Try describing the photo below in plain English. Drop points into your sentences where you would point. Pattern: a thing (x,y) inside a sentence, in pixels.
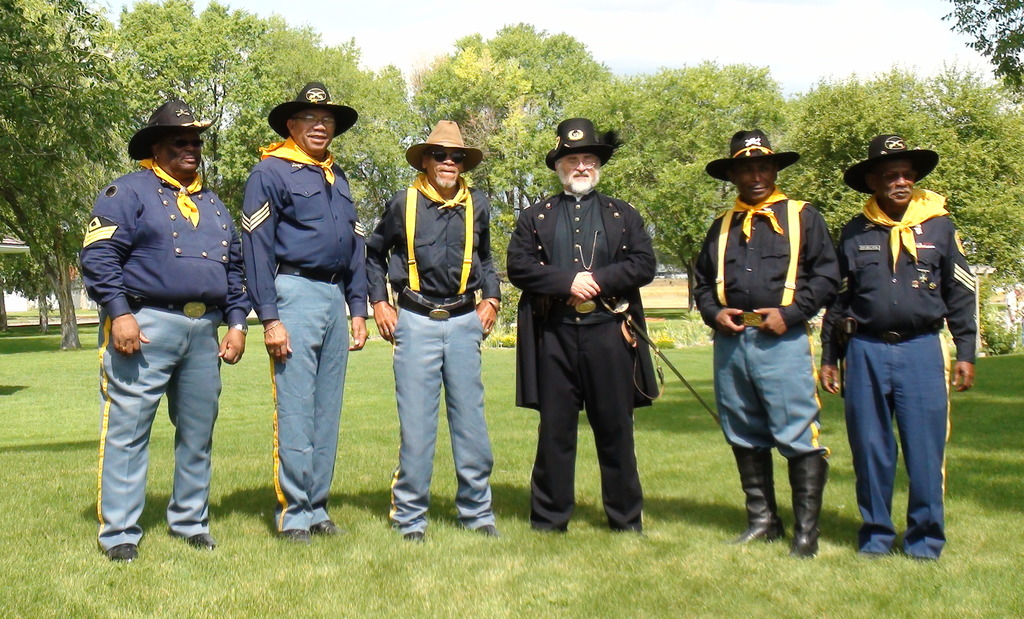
In this image I can see there are persons (339,391) standing and there is a knife (664,354). And there are Trees (231,119) and a grass (87,327). And at the back (12,298) it looks like a building (78,289). And at the top (400,45) there is a sky (398,24).
